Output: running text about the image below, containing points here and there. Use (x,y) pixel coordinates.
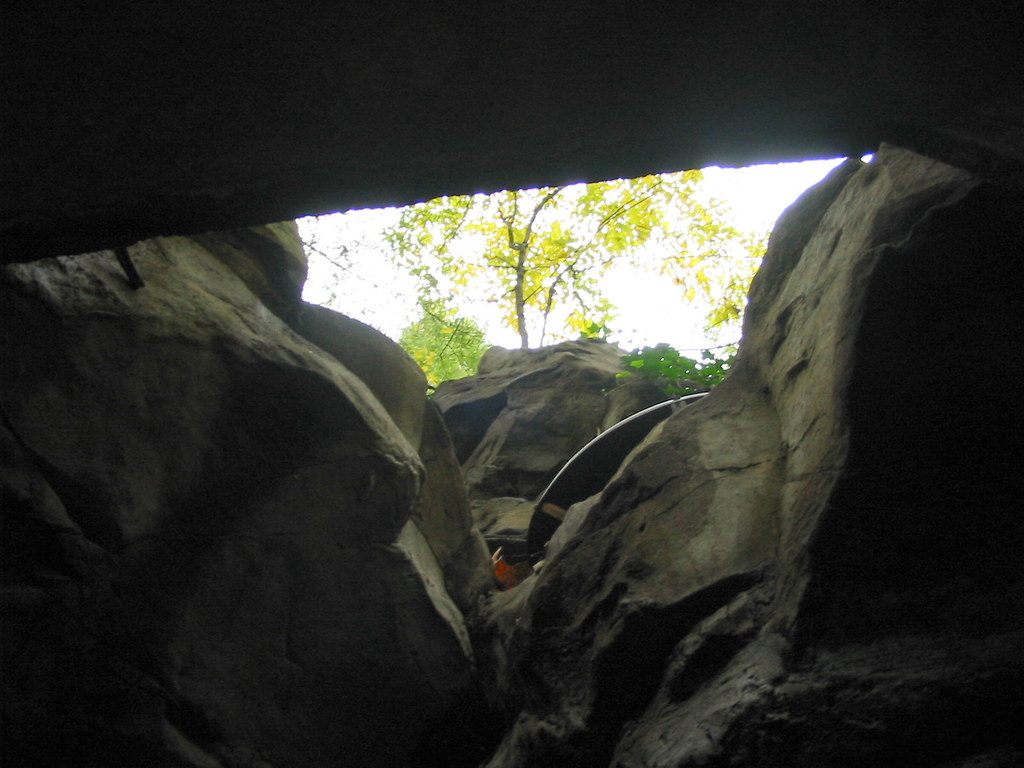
In this image I can see rocks (585,555) and some object (583,493). In the background (664,242) I can see a tree (645,219) and the sky (664,242).
